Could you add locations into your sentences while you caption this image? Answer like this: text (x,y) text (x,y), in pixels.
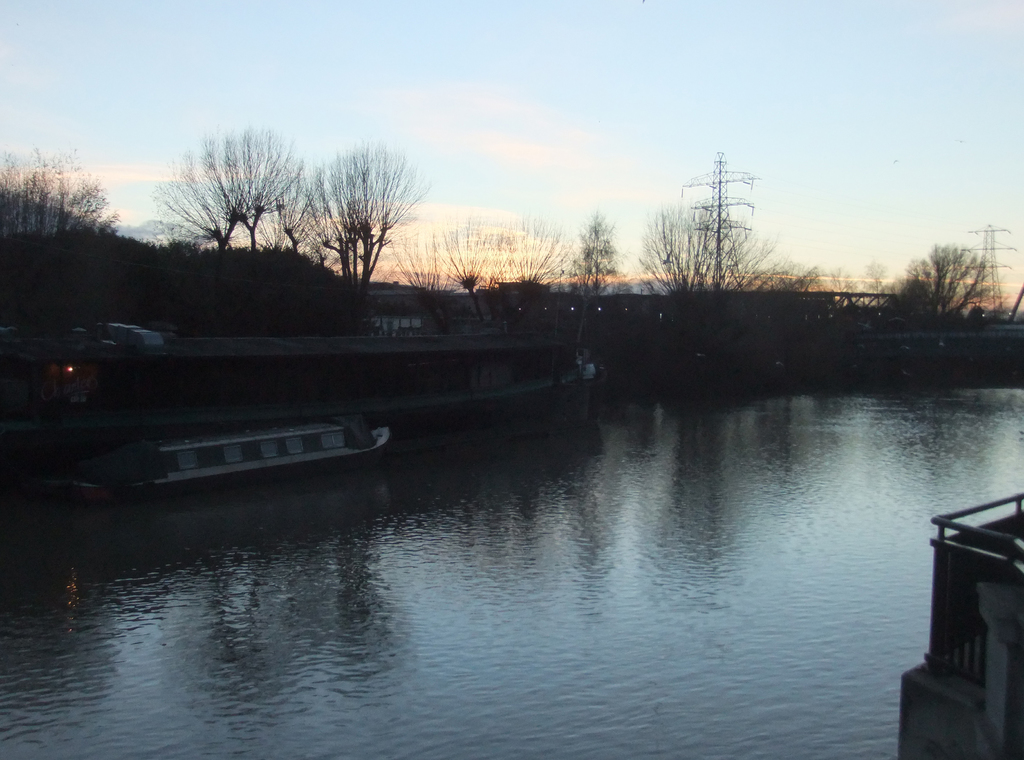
In this image we can see the wall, water (341,532), boat (110,453) floating on the water (596,561), trees (948,259), towers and the sky (531,215) in the background (635,167).
